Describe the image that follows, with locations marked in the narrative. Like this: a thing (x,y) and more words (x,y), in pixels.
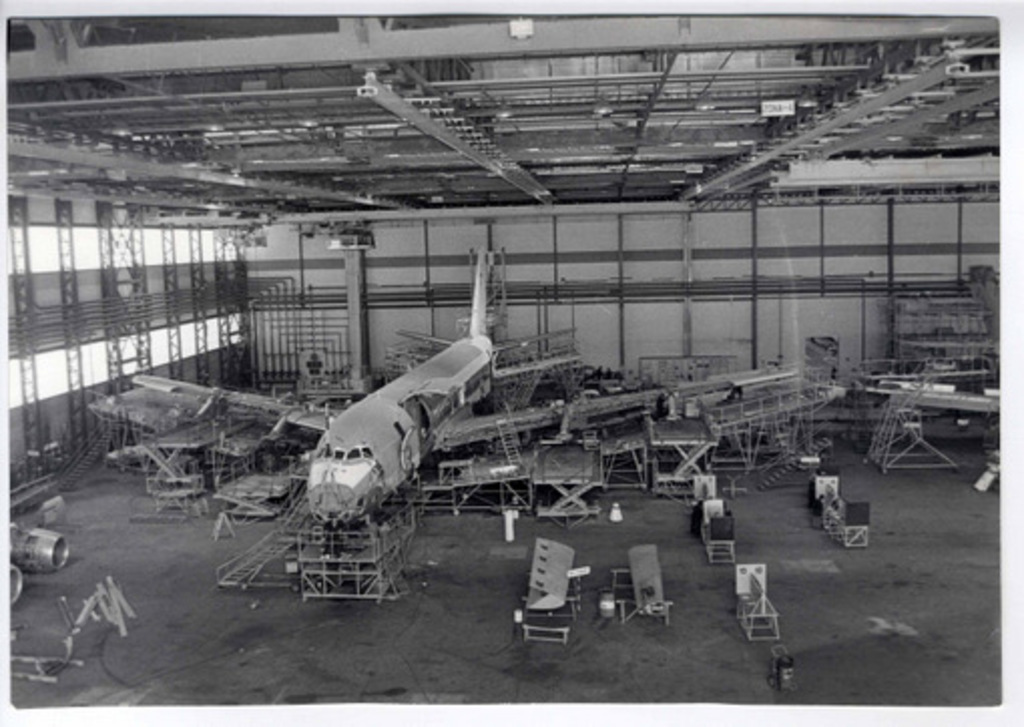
This is a black and white image, in this image there is a shed (975,528), inside the shed (712,345) there is airplane (463,348) and other parts (903,401).
